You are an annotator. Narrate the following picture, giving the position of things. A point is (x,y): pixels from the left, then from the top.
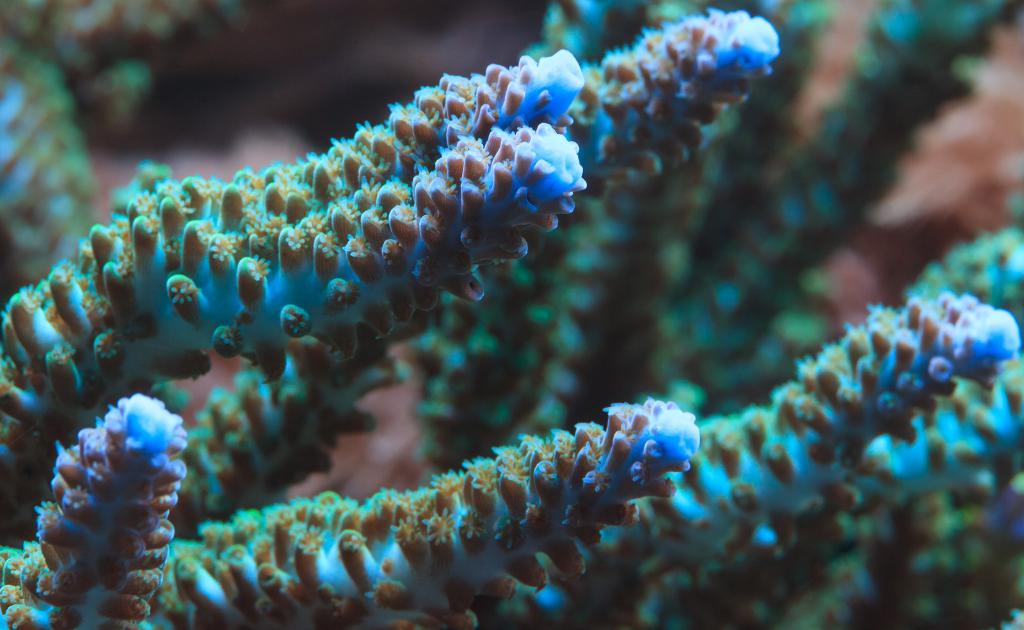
In this picture we can see water plants (444,170) are present.
